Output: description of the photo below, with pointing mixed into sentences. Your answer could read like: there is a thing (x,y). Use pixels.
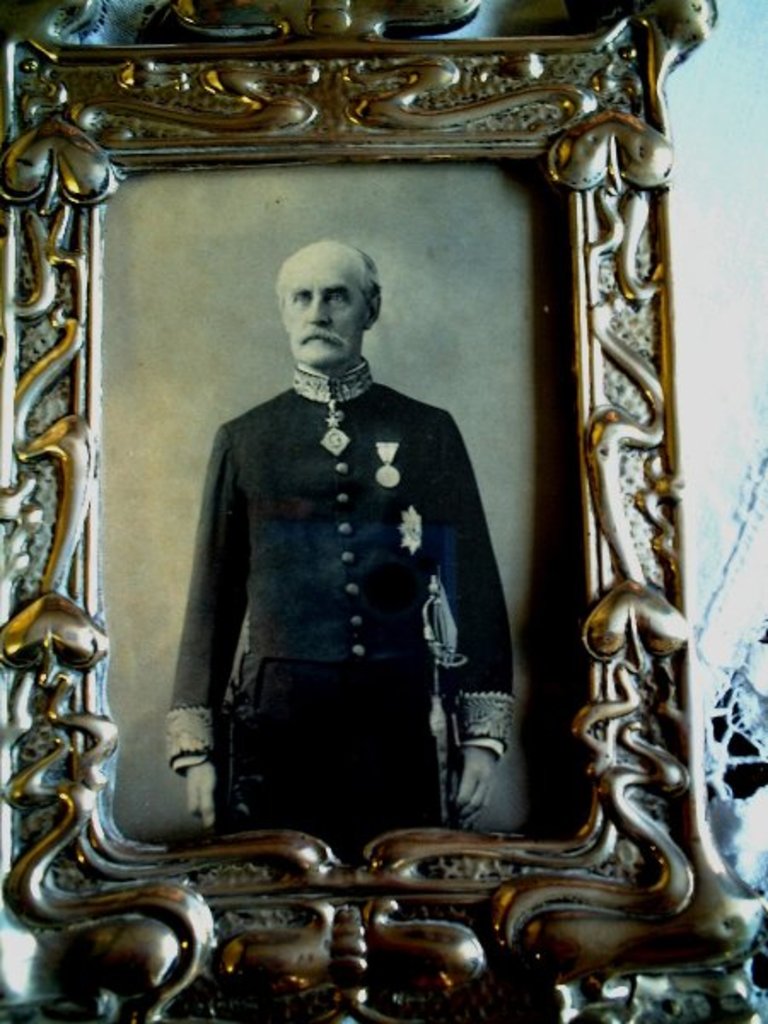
In this picture there is a frame (440,126). On the frame (383,956) there is a photo (267,770) of a man (271,778). On the right side of the image (707,282) it looks like a wall (752,403).
